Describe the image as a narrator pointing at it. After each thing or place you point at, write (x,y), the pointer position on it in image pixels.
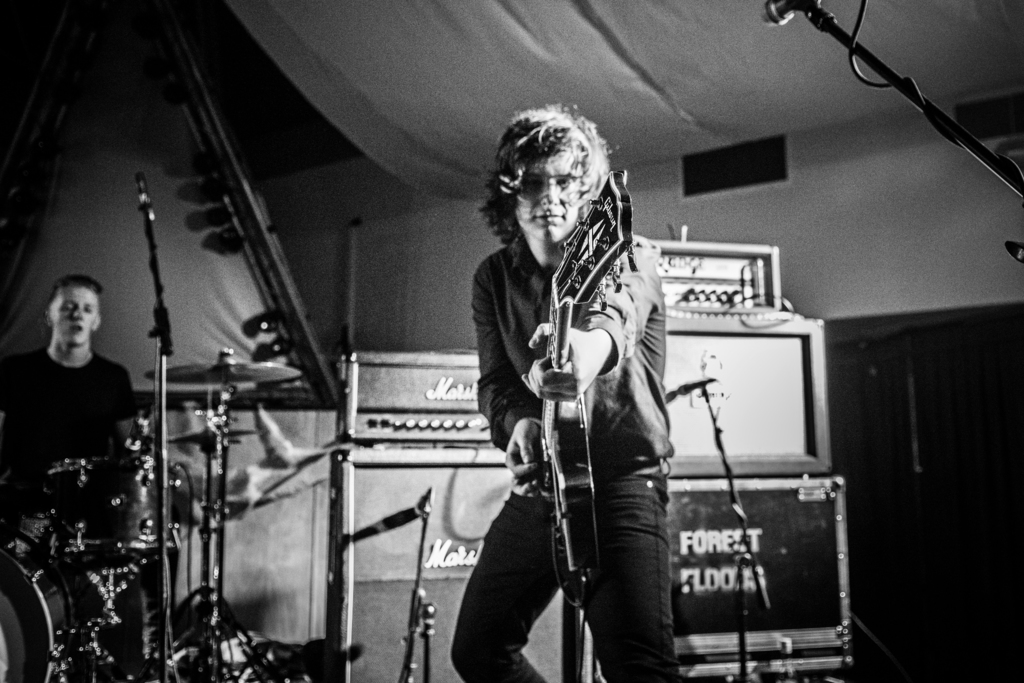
This is a black and white picture. There are two persons (57,366) standing on a stage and holding music instrument (558,452) in front of these people (549,587) there are microphone (773,10) with stand (951,129). Behind the people (44,439) there are some music systems (482,471) and boxes (724,608) and a tent (254,3).
